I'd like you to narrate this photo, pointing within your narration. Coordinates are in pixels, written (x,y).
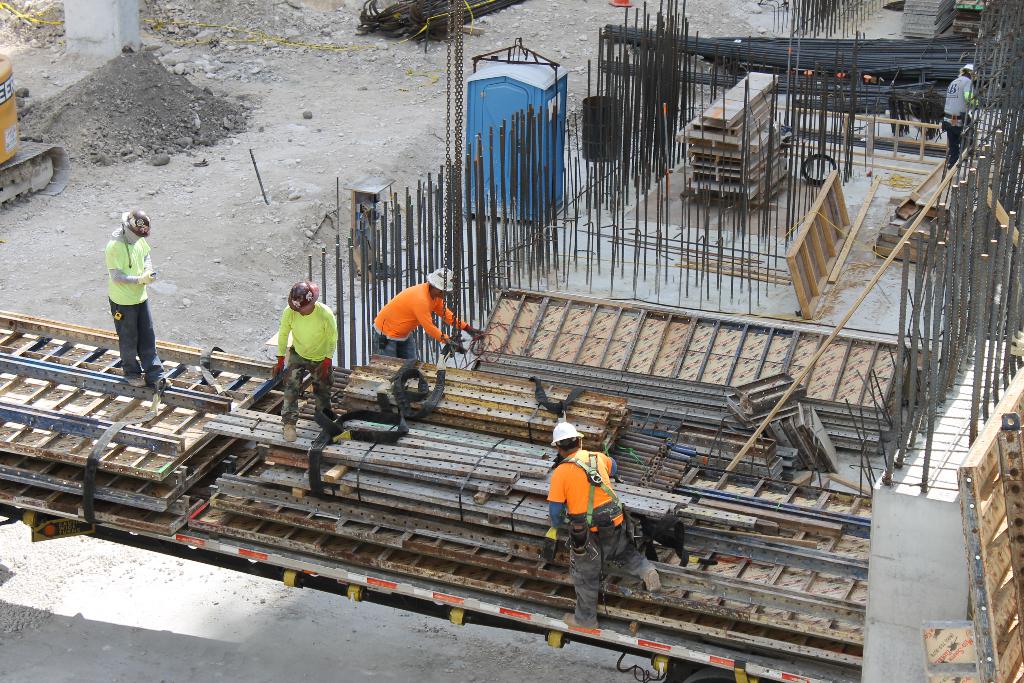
In this picture we can see constructing building (710,252), in which we can see few people (563,534) are working.
